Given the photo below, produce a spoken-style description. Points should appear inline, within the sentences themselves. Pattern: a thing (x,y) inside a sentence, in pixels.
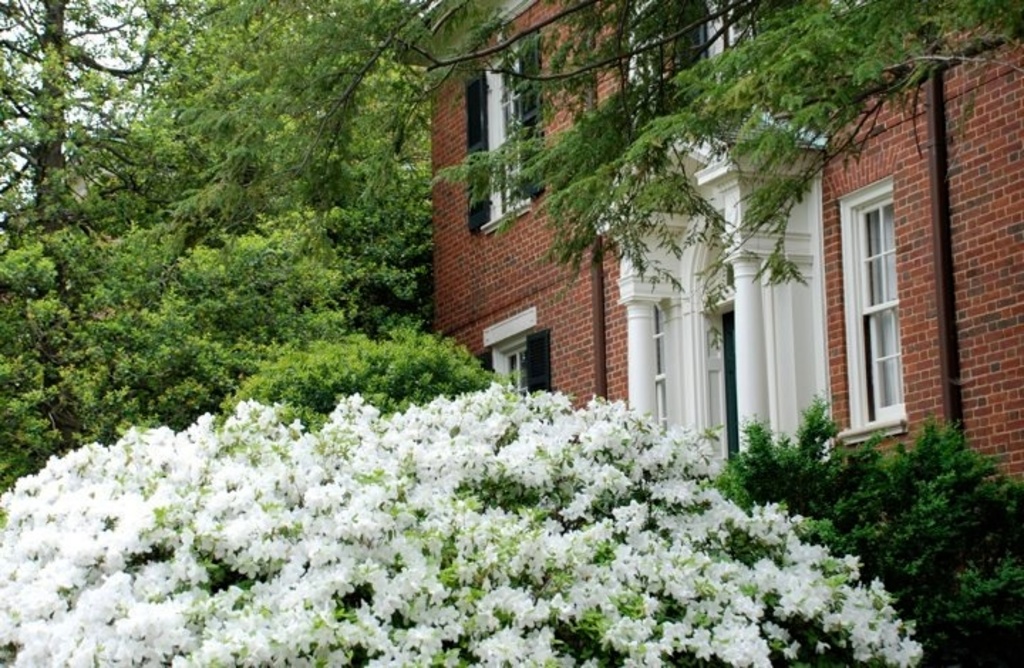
In this image I can see flowers (339,577) in white color, background (542,217) I can see building (526,217) in brown color and trees (305,231) in green color, sky (102,38) in white color.
